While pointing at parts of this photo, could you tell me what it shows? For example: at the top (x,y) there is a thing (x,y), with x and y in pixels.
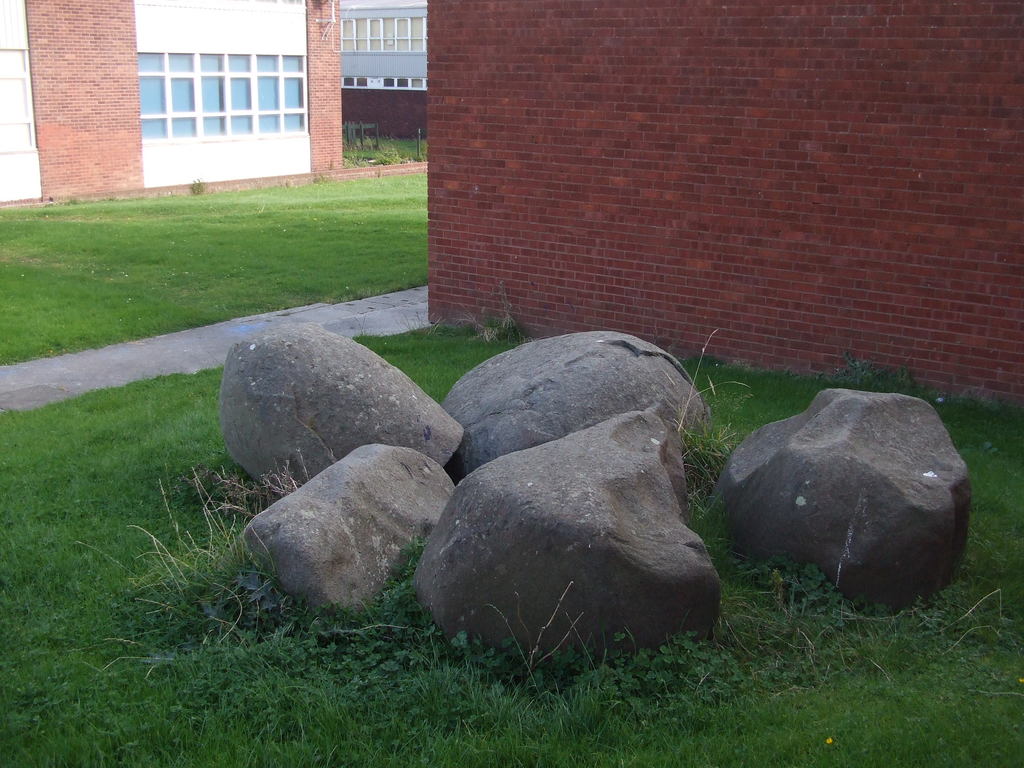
On the ground (143,307) there is grass (117,520). Also there are stones (569,422). On the right side (717,175) there is a brick wall (702,221). On the left side (191,122) there are buildings (244,58) with windows (200,67).
